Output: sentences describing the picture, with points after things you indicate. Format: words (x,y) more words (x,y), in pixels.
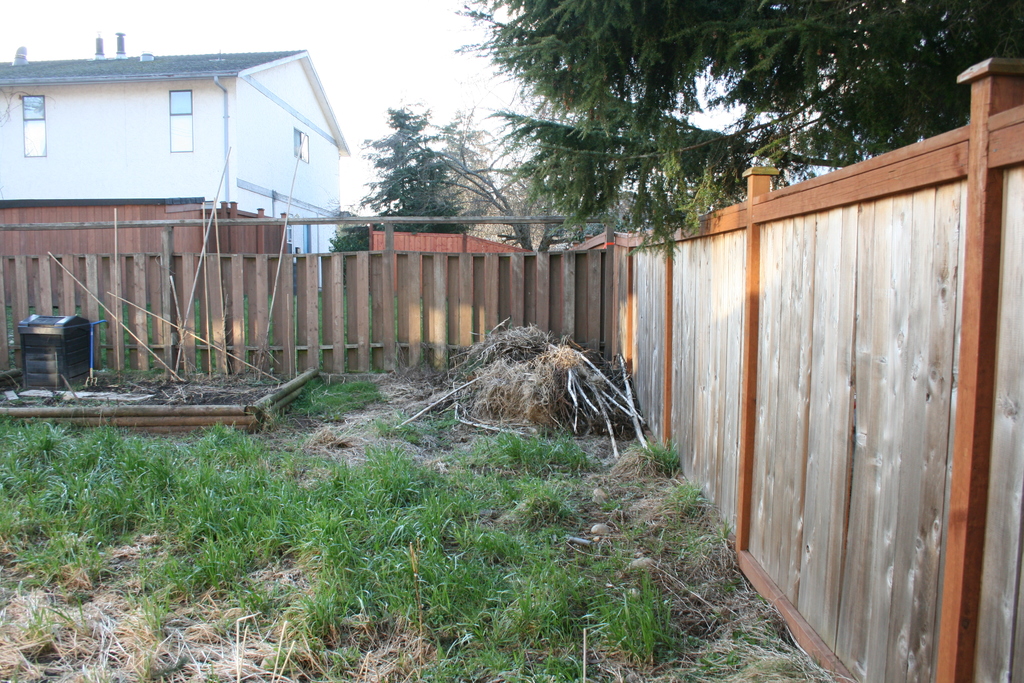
In this picture we can see grass (402,441) and fence (300,322), in the background (57,162) we can find a house (213,155) and few trees (564,151).
